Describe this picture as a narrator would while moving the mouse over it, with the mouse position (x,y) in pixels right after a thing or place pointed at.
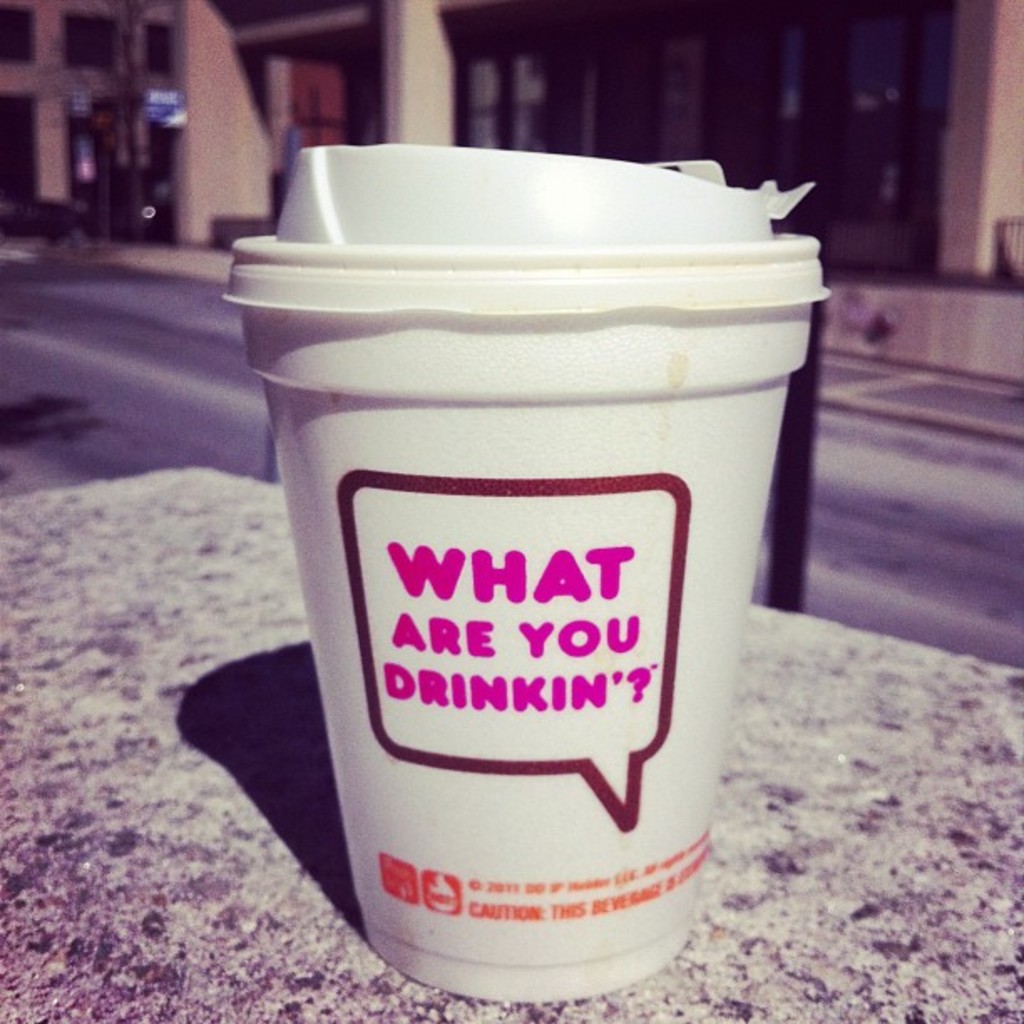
In this picture we can observe a white color cup (334,571) placed on the white color surface (255,832). We can observe pink color text (431,621) on the cup (433,612). In the background (131,339) we can observe a road (882,518) and a building (454,99).
